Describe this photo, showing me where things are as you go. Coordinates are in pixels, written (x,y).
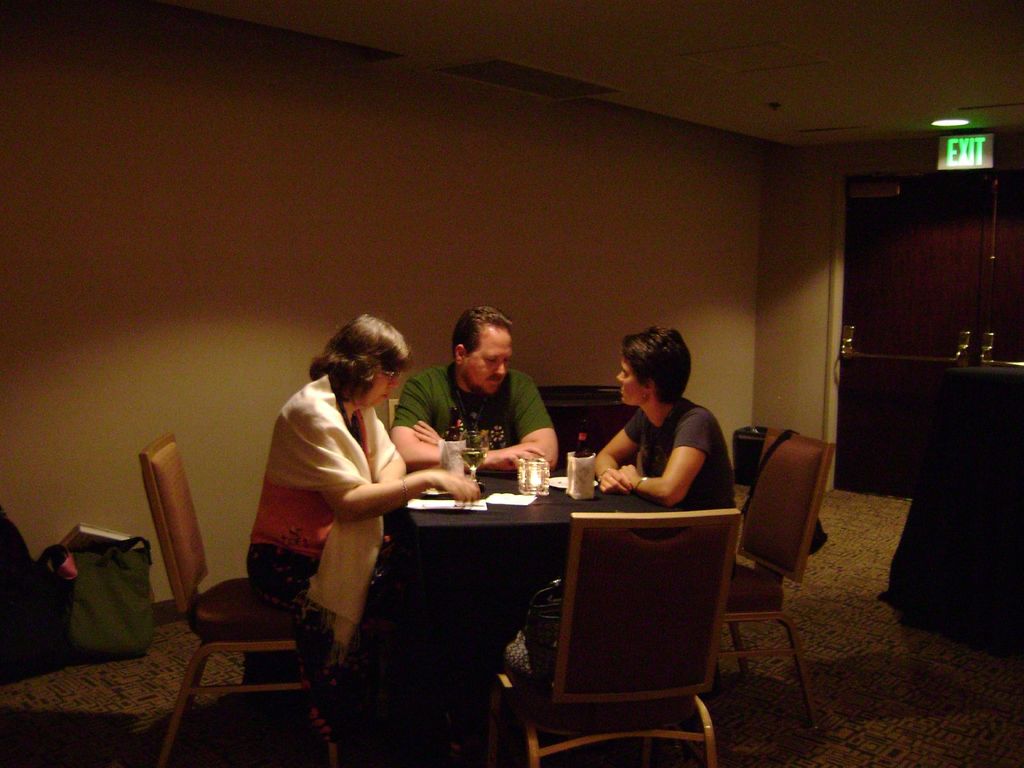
In this picture these three persons (369,477) sitting on the chair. There is a table (477,520). On the table (512,479) we can see glass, Paper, Bottle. This is floor (838,615). We can see chairs (667,631). On the background (620,252) we can see wall (521,206), Door (926,266). On the top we can see light (950,124). There is a board (952,159). On the floor (108,672) we can see bag (114,566), Book (95,531).
